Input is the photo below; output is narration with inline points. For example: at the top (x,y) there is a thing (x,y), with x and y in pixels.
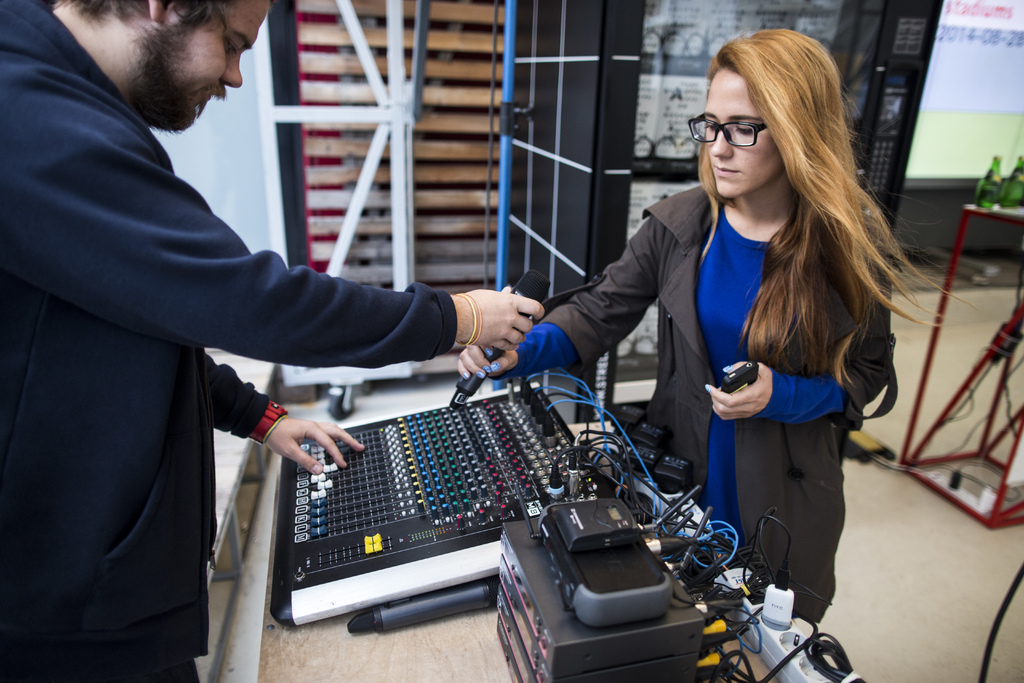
In this picture we can see a man (134,300) and a woman (591,294) standing here, there is an audio controller (391,540) and some things (657,597) present here, there is a microphone (448,615) here, a woman (707,319) is holding a mobile phone (746,384), in the background (233,225) there is a wall (229,172).
